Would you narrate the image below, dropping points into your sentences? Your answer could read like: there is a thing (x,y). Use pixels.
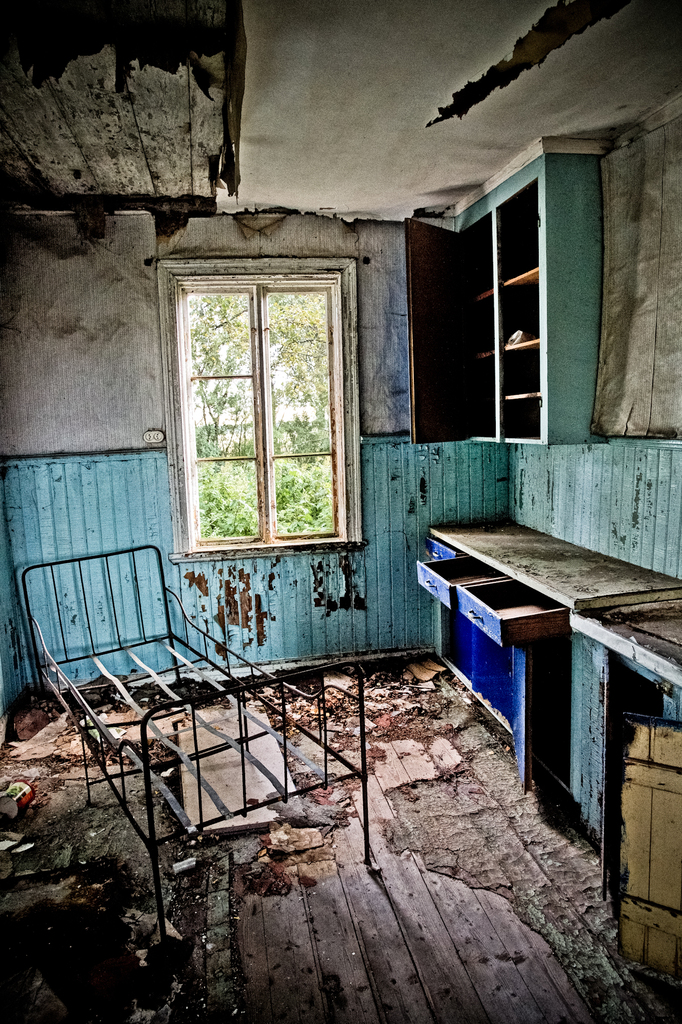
In this image we can see destructed room (424,770) with a metal cot (194,720), wall (142,504), window (204,432), ceiling (437,122) and also the cupboards (506,304) and through the window (192,389) we can see the trees (316,415).
